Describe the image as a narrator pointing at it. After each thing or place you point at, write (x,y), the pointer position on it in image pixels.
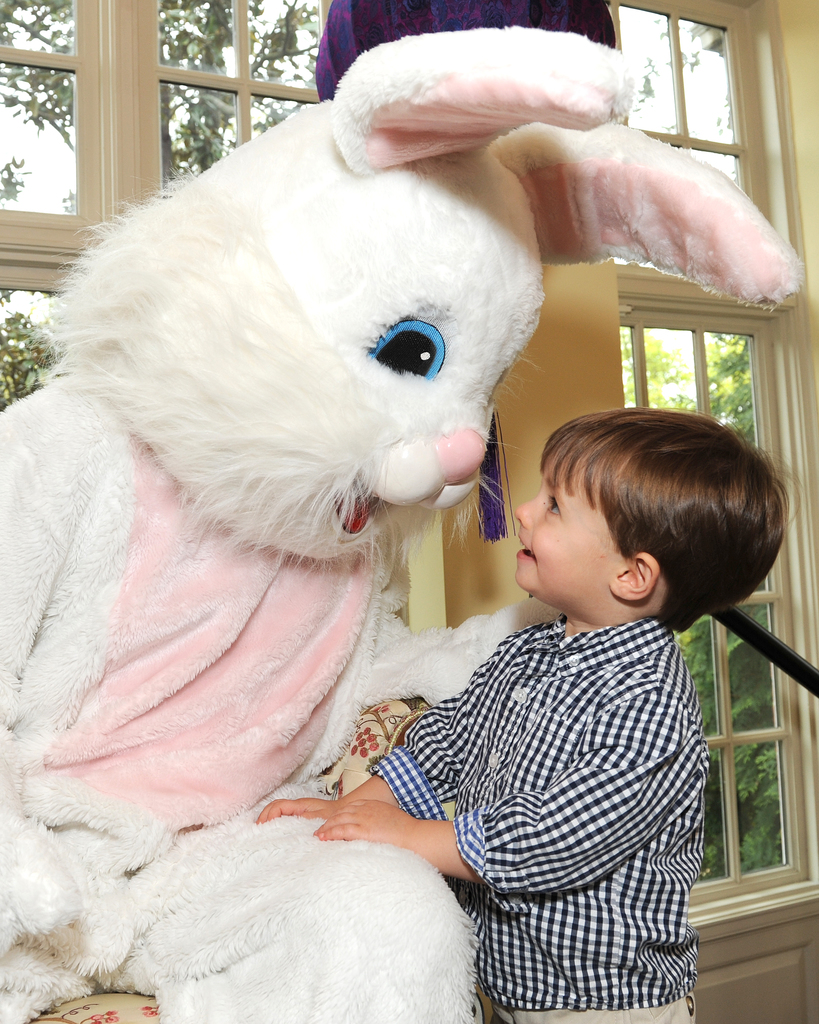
In the center of the image (490,674) we can see a kid (509,715) standing at a person (310,673) in a bunny costume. In the background (129,126) there are windows (705,112), trees (681,396) and sky (41,181).
